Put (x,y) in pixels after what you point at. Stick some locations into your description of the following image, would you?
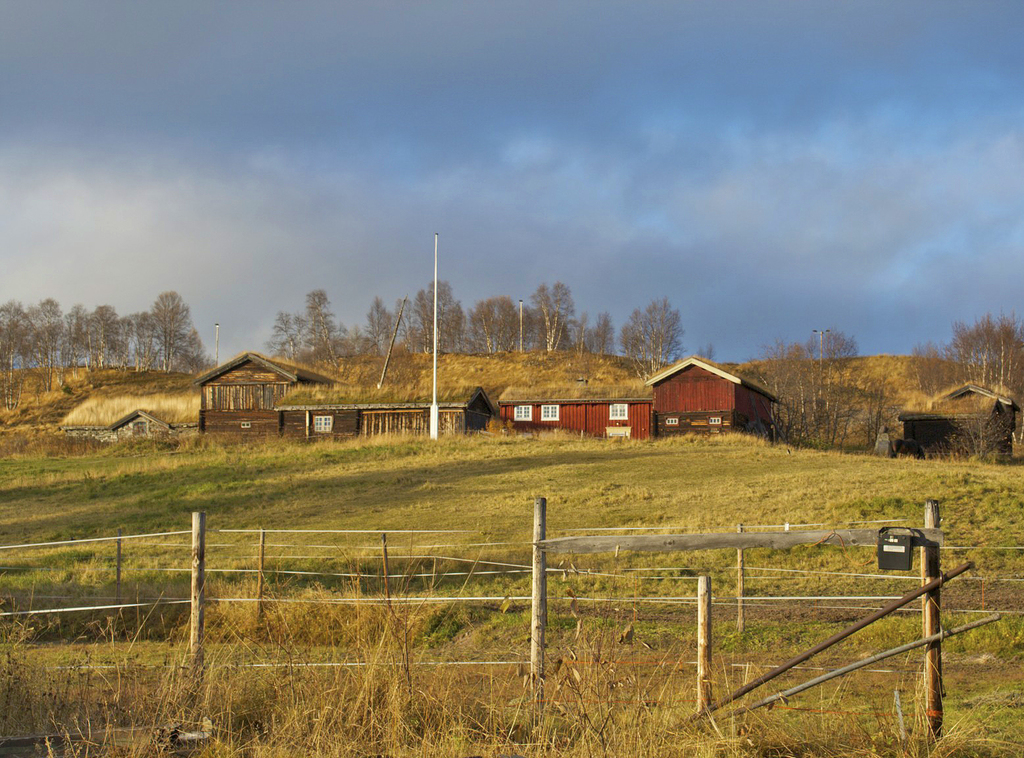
In this picture we can see fence (466,532) and grass (556,513), in the background (749,394) we can see few houses (503,408), trees (443,300) and poles (401,315).
